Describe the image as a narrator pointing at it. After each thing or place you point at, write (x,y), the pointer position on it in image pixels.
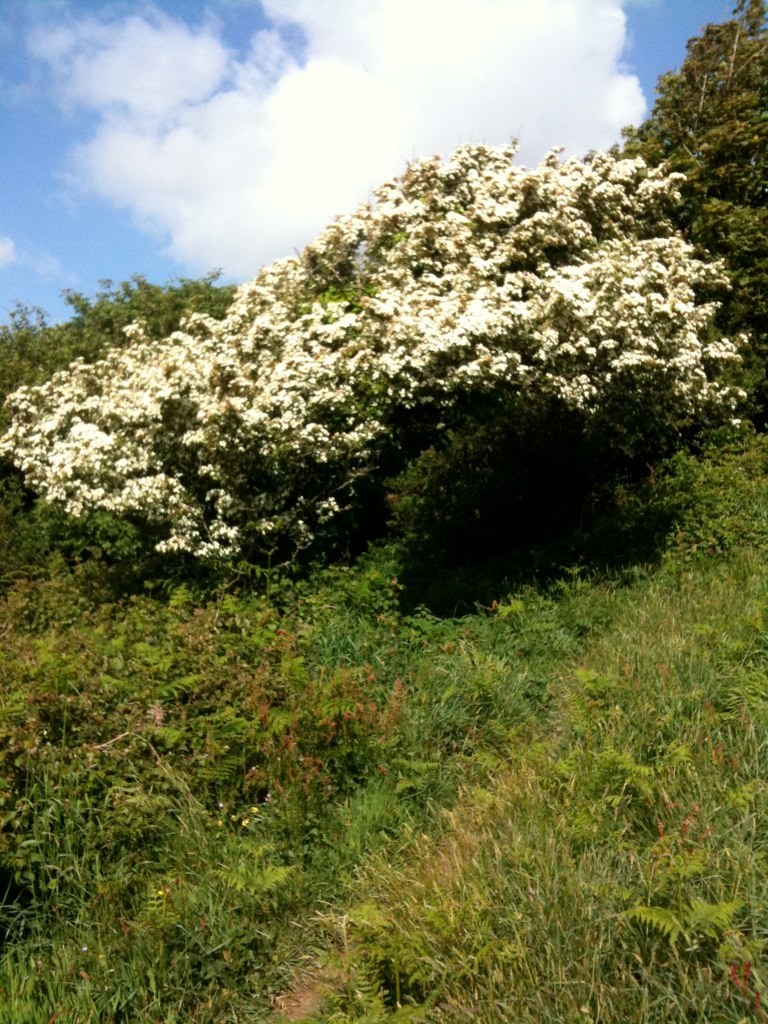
In this image, we can see some grass (173,798), plants (436,351). We can also see the sky (218,226) with clouds (185,232).
